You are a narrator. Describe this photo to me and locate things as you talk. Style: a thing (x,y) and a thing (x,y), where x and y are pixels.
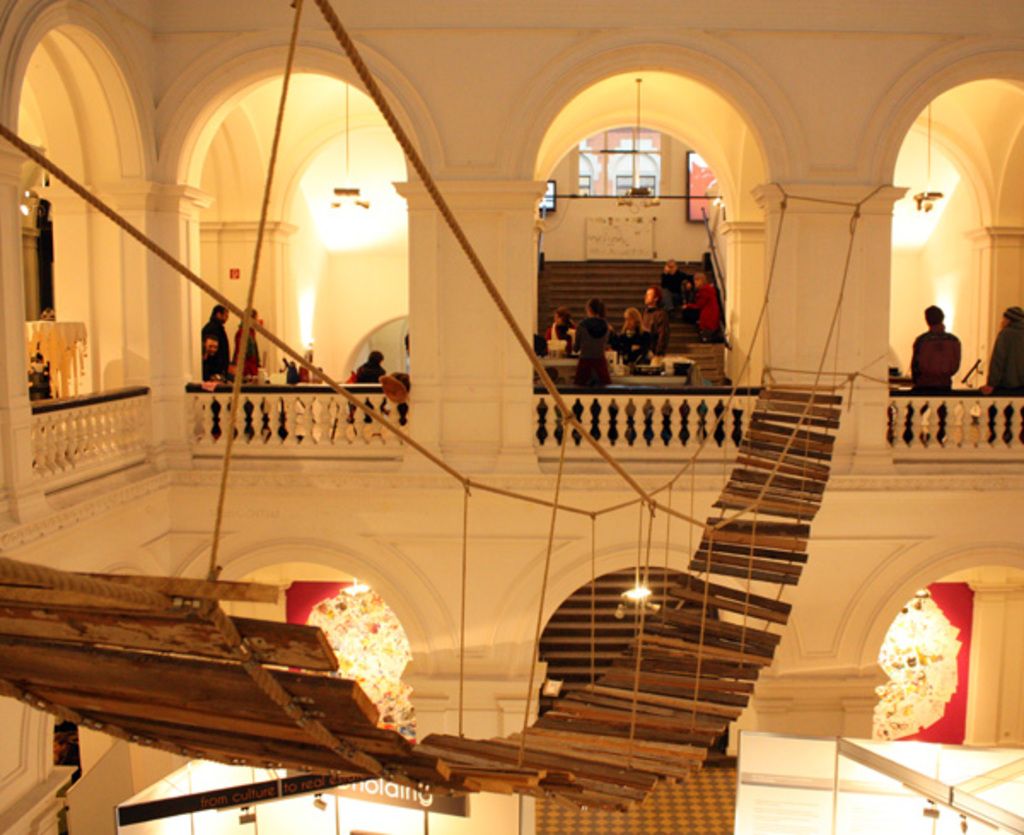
It is an inside view of a building (495,433). Here we can see wooden objects (61,708), ropes (842,373), railings (58,438), few people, pillars (480,403), stairs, lights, floor (732,793), banners (408,800), walls (419,627) and screen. Few people (1012,338) are standing and sitting.
